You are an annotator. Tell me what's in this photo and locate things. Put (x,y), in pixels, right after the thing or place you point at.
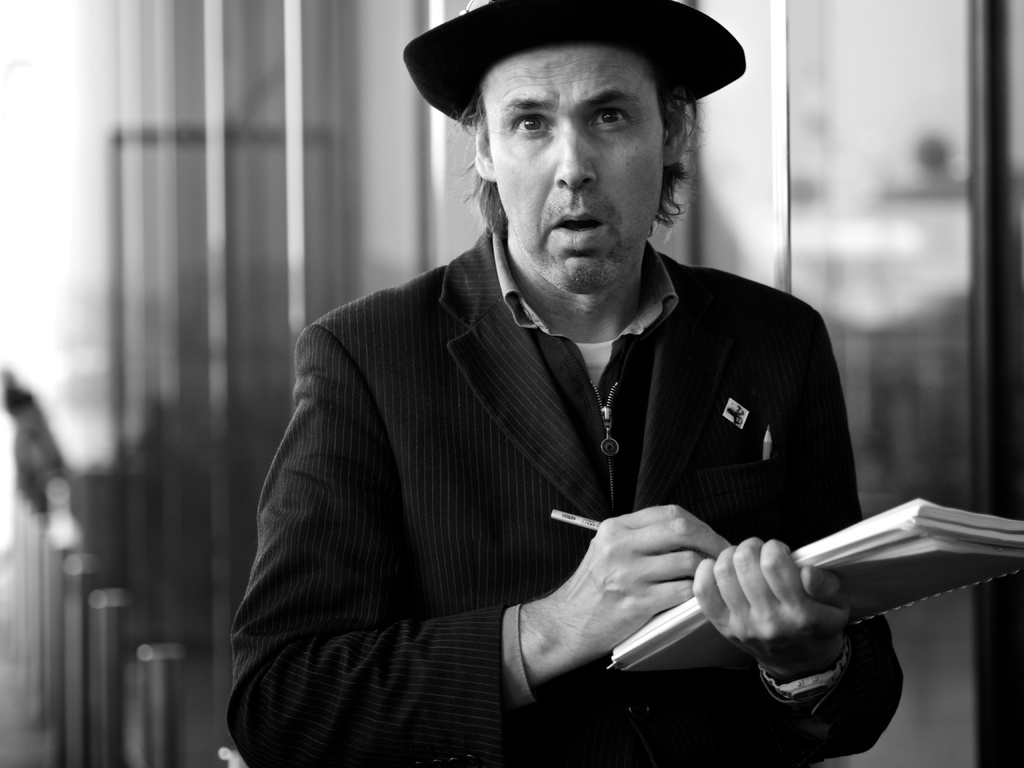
This is a black and white image. In this image we can see a person (412,429) wearing a hat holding a book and a pen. On the backside (313,314) we can see some glasses (235,305).
